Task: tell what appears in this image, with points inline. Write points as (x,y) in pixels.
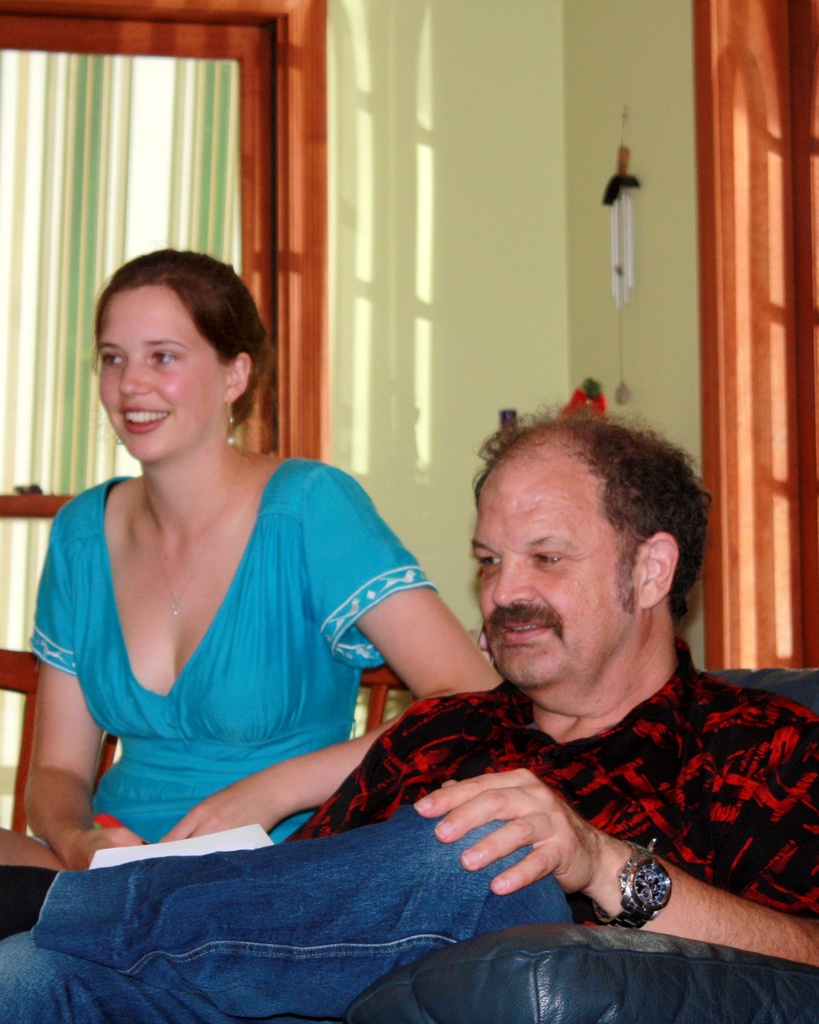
In this image I can see two people (453,735) sitting on a sofa (796,995) watching towards the left hand side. I can see a window (240,124), a door (754,108), a wall (603,113) and a wall hanging (625,118) behind them.
